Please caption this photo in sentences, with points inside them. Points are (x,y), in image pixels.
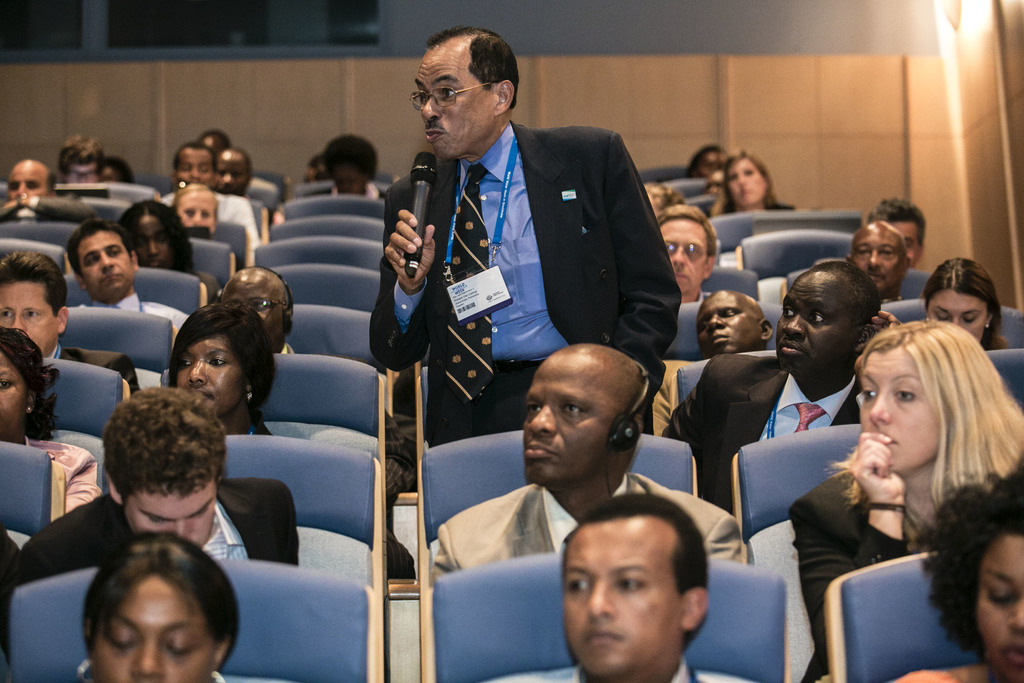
In this picture there is a man (611,203) who is wearing spectacle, blazer (600,245), shirt (532,246), tie (482,222) and he is holding a mic (409,258). Besides him I can see many peoples (667,375) were sitting on the chair (506,568). This room (572,436) looks like an auditorium (324,234). In the top right corner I can see the light beams (972,64).
